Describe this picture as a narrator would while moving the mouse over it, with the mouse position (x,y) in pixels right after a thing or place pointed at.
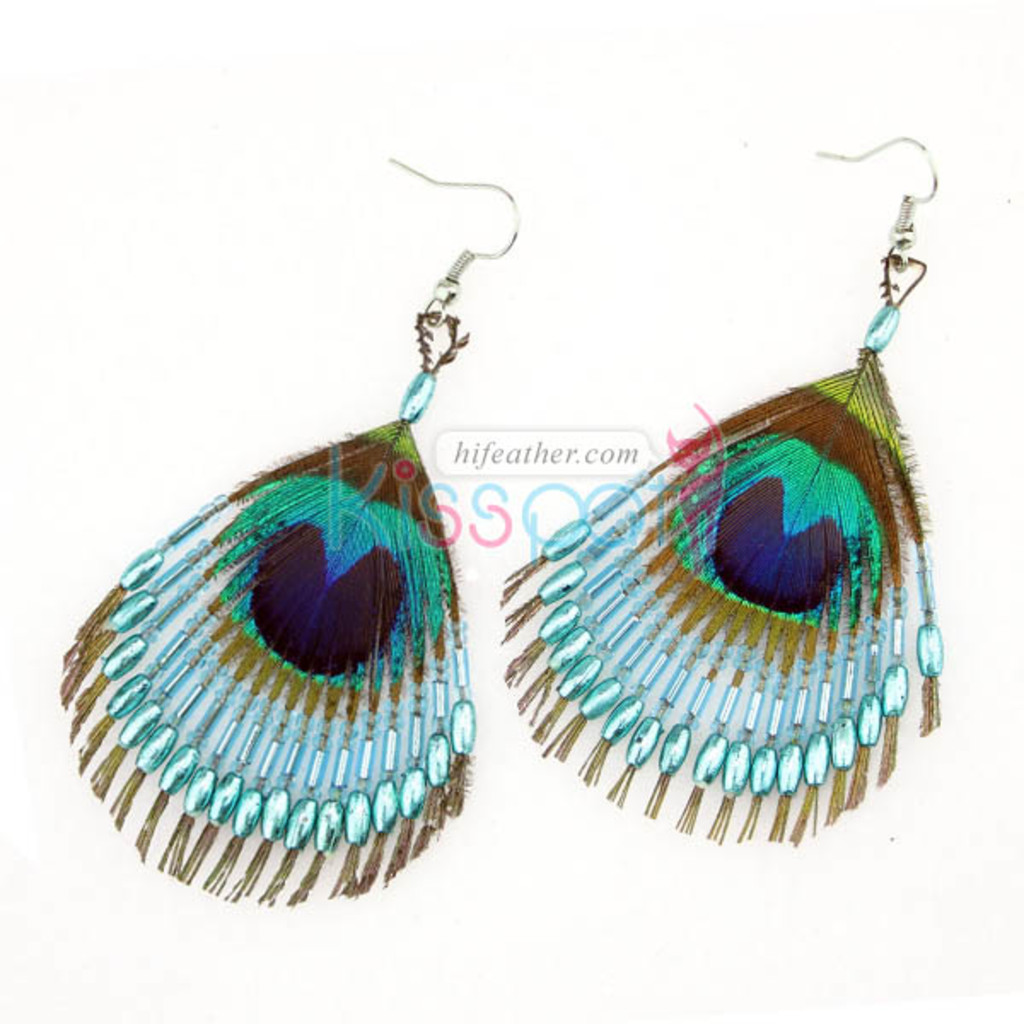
In this image in the center (519,523) there are earrings (726,602) and there is white background (52,805), and in the center (511,458) there is text (507,447).
